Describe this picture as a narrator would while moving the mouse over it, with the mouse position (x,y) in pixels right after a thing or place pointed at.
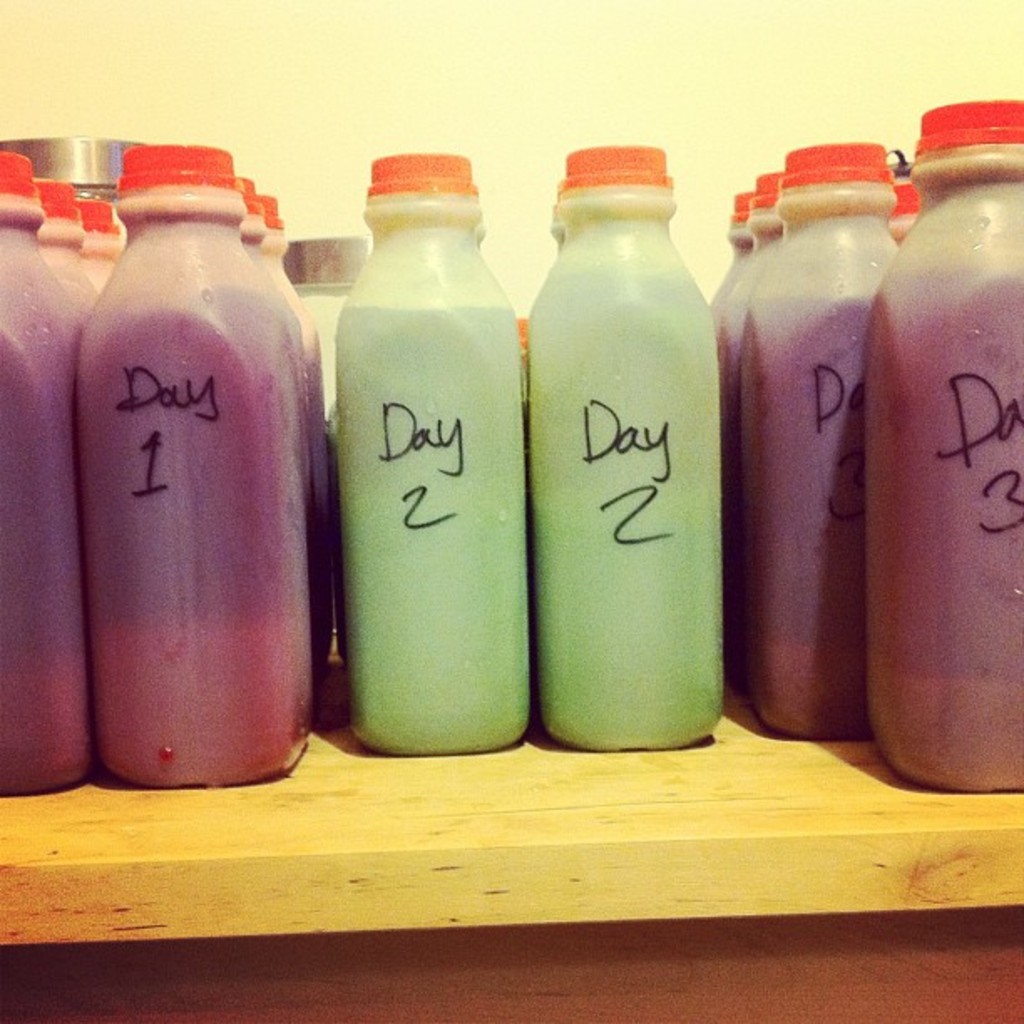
In this image, we can see so many bottles (227,505) with lids (396,170). They are filled with liquid (488,705). Those are placed on a wooden table (599,815). And the background (352,118) we can see white wall (344,88).
